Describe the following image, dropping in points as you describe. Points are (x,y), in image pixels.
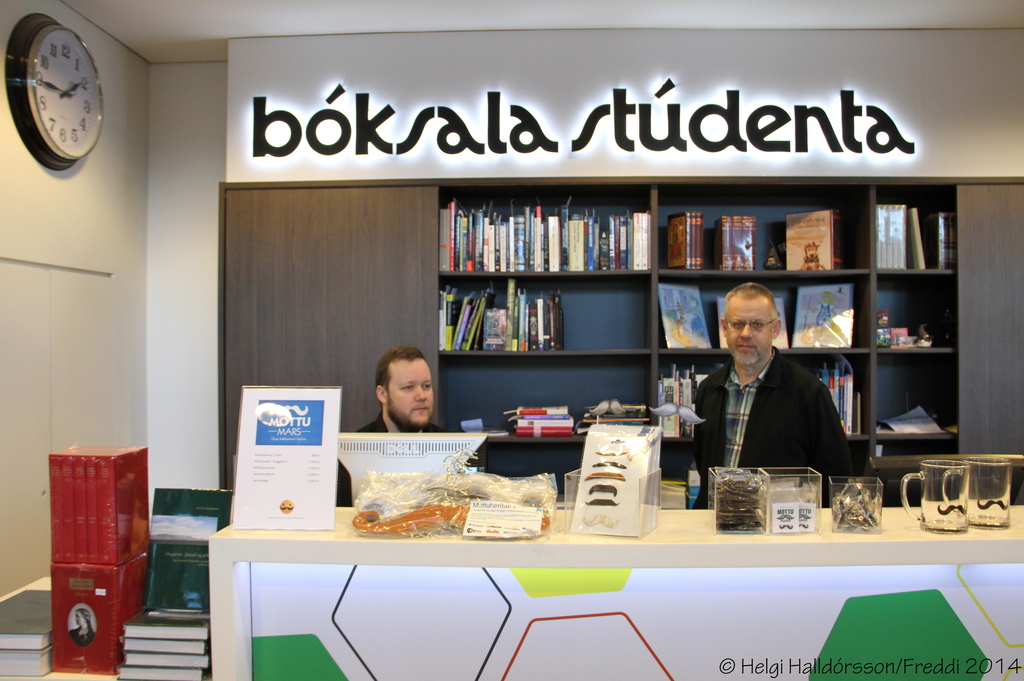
This image consists of two people (770,407) and there is a table like thing (381,615) on which there are glasses (952,489), boxes (766,494), card (299,472), cover (545,488). There are books (174,624) on the left side (143,665), there is a wall clock (69,120) in the top left corner (65,58). Behind two people (738,403) there is a bookshelf (599,357) and books (825,261) in it. Both of them are wearing black color dress (788,437). The one who is on the left side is sitting and the one who is on the right side (717,450) is standing.
